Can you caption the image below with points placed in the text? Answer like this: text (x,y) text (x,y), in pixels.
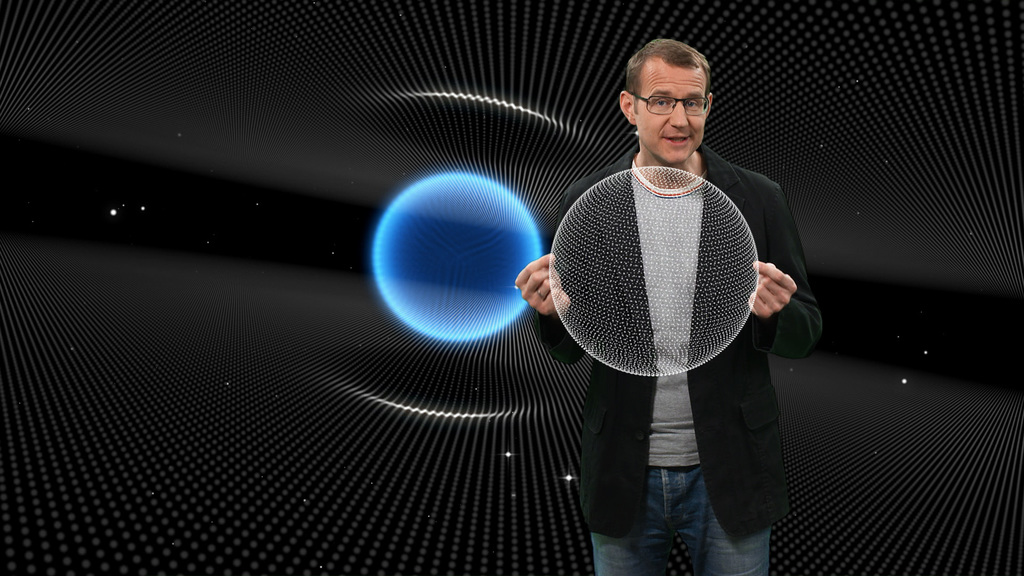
In the center of the image (607,298) there is a person (695,280) standing. In the background (518,12) there is a screen (298,152).
